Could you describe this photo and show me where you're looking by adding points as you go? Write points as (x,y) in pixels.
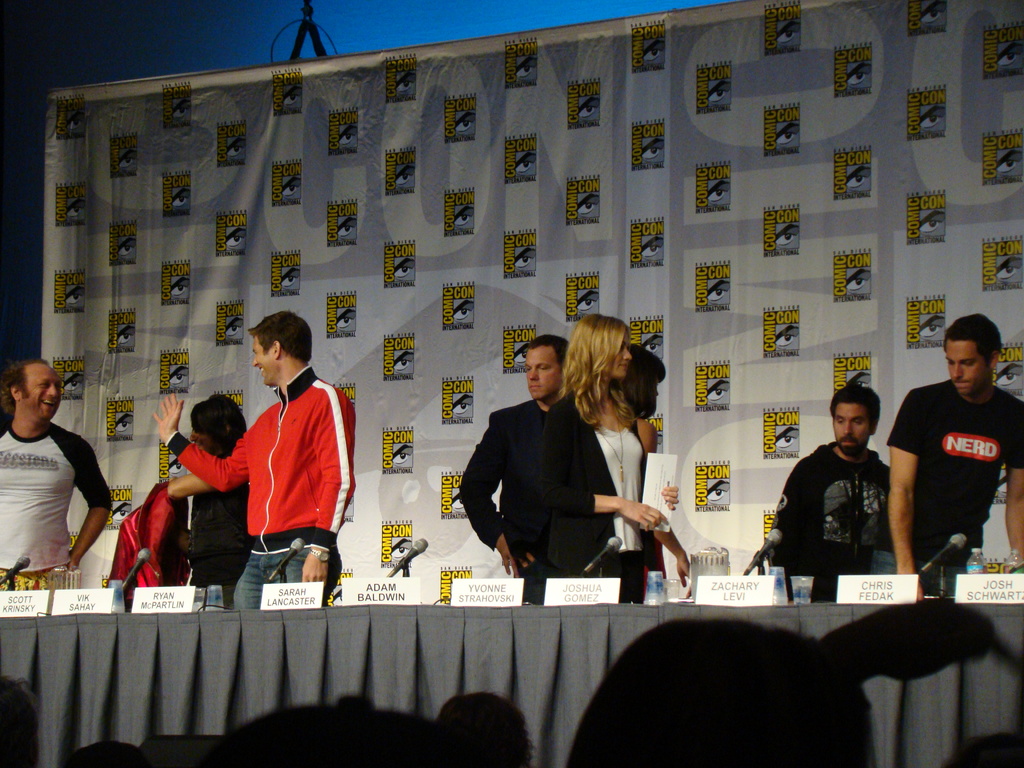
There is a group of people (609,328). They are standing on a stage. There is a table (572,611). There is a mic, name board (490,591) on a table (551,607). We can see in background (519,353) curtain (519,353).
